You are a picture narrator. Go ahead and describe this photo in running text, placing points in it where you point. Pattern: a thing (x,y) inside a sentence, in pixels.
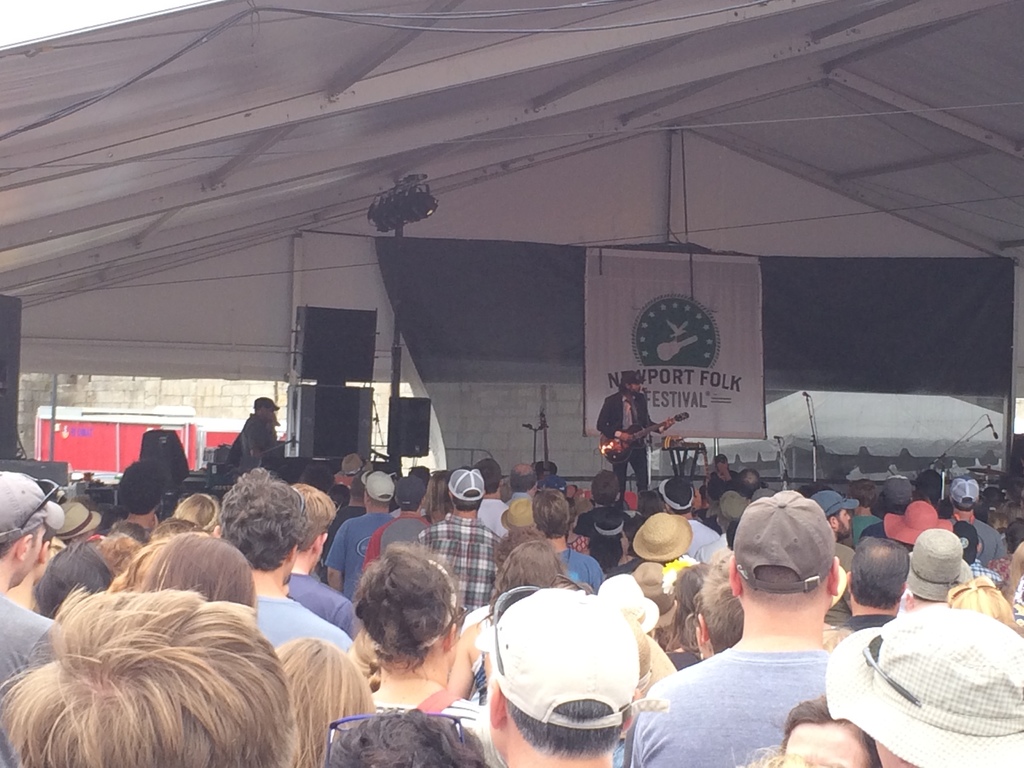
At the bottom of the image (493,640), we can see so many people (422,620). In the background of the image (318,424), we can see sound boxes (364,429), stand (690,448), mics (807,405) and banner (711,325). At the top of the image (554,100), we can see the wire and the roof (428,65). In the middle of the image (621,415), we can see a man (611,416) is standing on the stage (613,467) and playing guitar (619,443).
